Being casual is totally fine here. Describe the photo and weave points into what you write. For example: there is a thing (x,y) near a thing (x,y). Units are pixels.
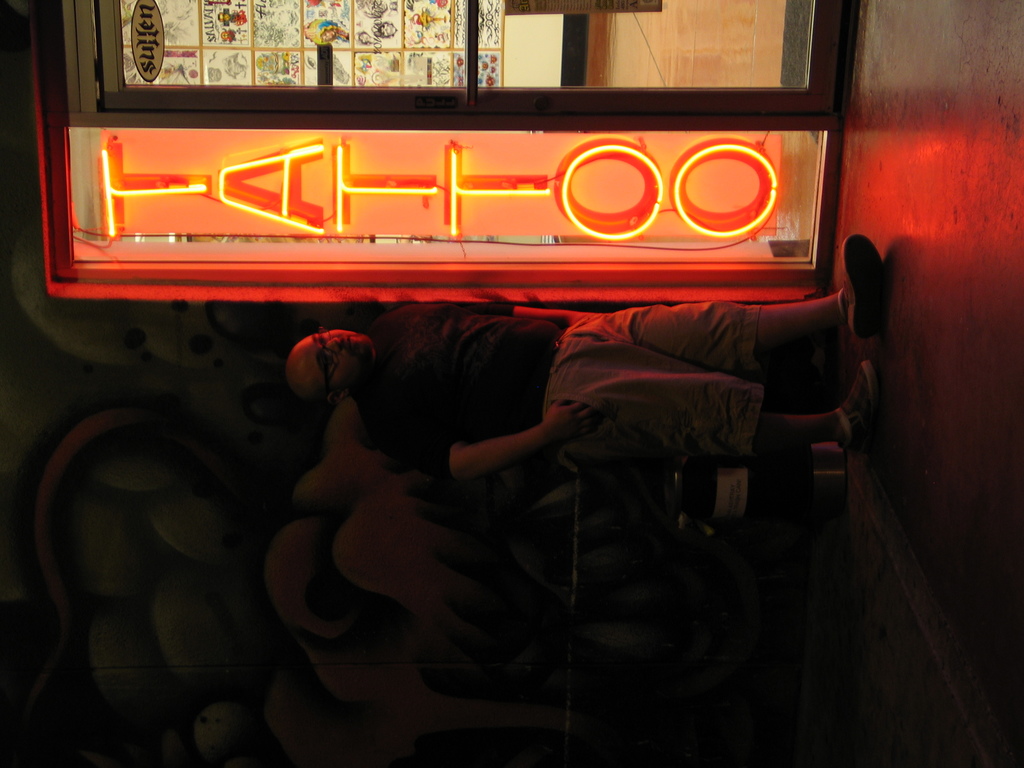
In this picture, we see a man (469,389) in the black T-shirt (490,335) is standing and he is wearing the spectacles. Behind him, we see a garbage bin (722,471). Beside him, we see a board (104,157) with some text (515,193) written. Beside that, we see a glass door (522,82) from which we can see the poster (440,67) which are pasted on the wall (550,83). On the right side (916,454), we see the floor (1012,465). At the bottom (458,610), we see a wall (539,559). This picture might be clicked in the dark.
